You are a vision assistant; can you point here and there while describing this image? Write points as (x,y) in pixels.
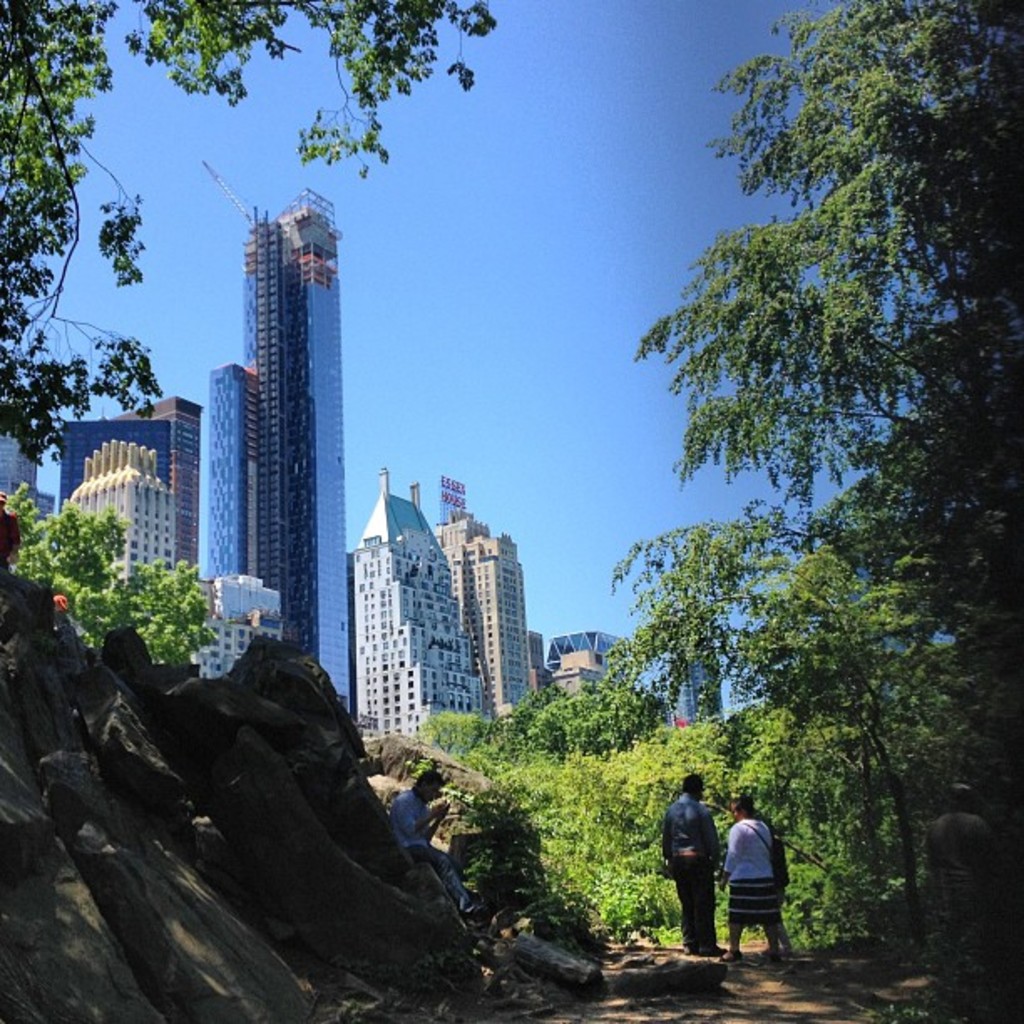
This image is taken outdoors. At the top of the image (540,153) there is a sky (558,212). In the background (213,565) there is a skyscraper (304,472) and there are a few buildings (430,671) with walls (419,664), windows (439,667) and roofs (390,525). There is a board (442,500) with a text (456,499) on it. At the bottom of the image (703,999) there is a ground (671,1013). On the left side of the image (252,754) there are a few rocks (162,798) and a man (454,879) is sitting on the rock (422,875). There are a few trees (148,566) and plants (623,830) on the ground (869,1023). On the right side of the image (700,884) a man (710,912) is standing on the ground (914,964) and a woman (749,888) is standing.
